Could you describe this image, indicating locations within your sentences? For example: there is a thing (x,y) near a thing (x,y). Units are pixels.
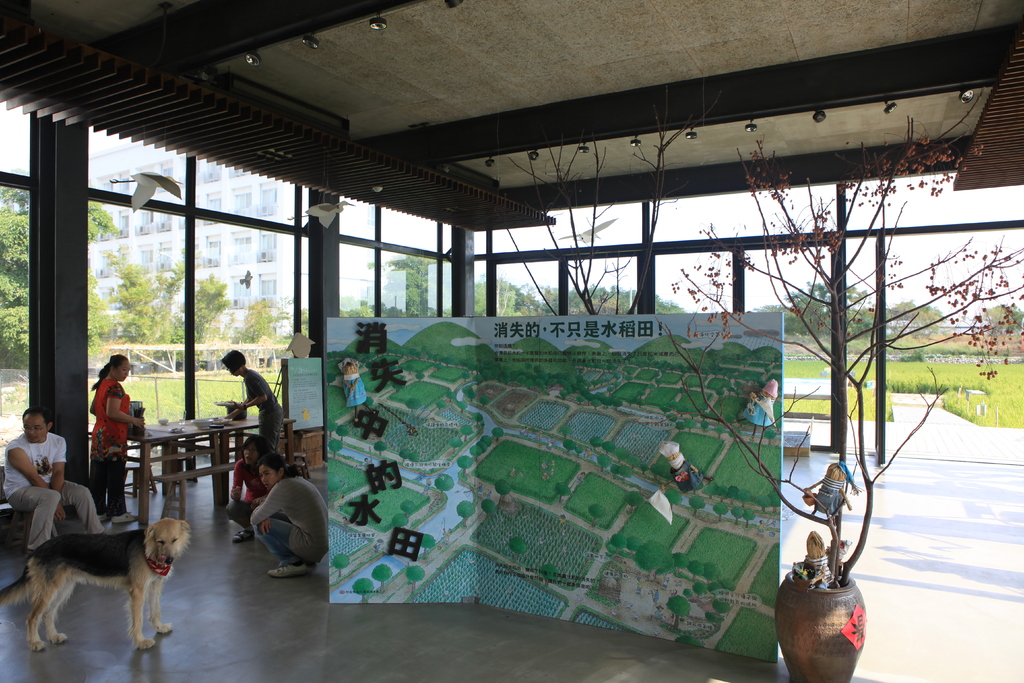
In this image in the center (558,387) there is one board (506,412) and also there are some persons (94,488), some of them are sitting and some of them are standing. And there is one dog (41,610) on the left side (135,607), and on the right side (836,578) there is one pot (813,599) and in the background (862,305) there are some trees (226,289) buildings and grass (917,378). At the top (644,92) there is ceiling (707,136) and some poles (618,136) and also in the center (441,256) there are glass doors (596,263), at the bottom (273,626) there is floor (868,592).
